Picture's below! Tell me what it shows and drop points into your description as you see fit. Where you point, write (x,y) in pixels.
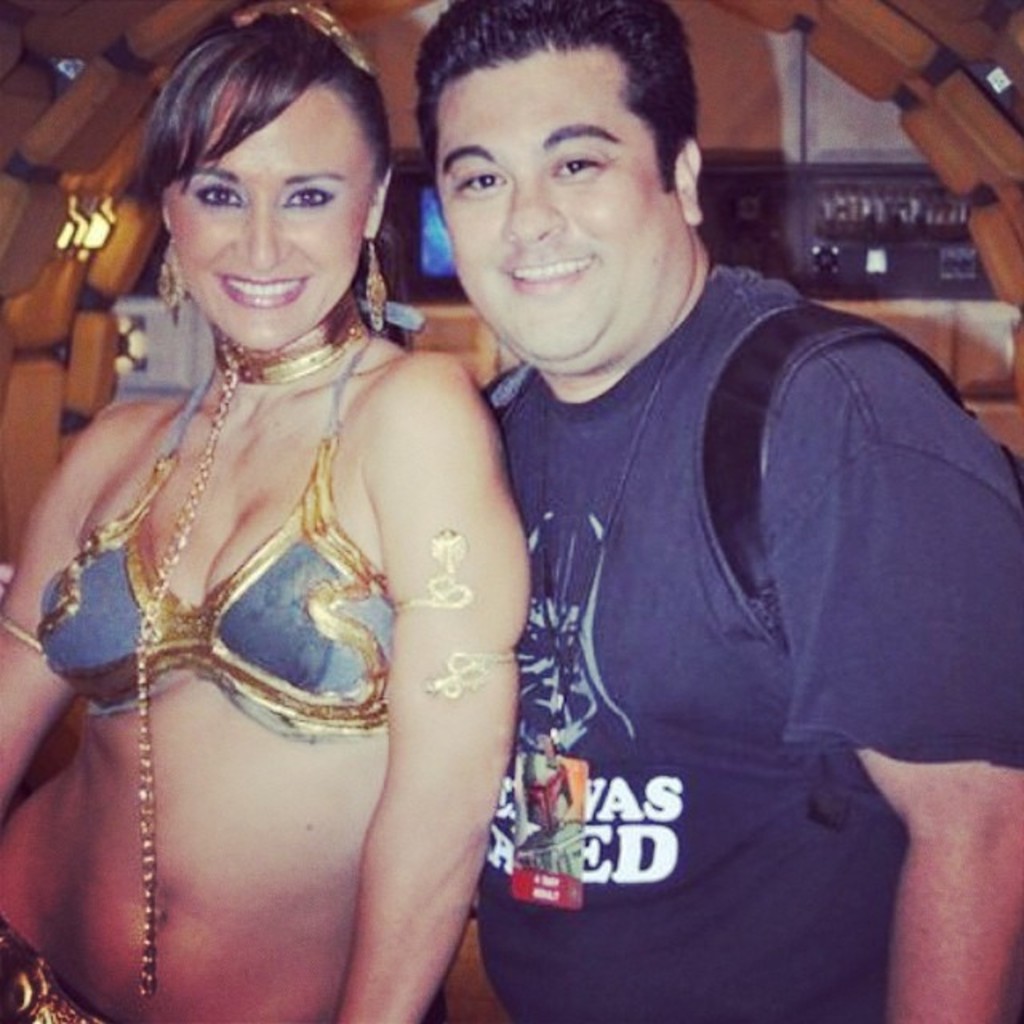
In this image, we can see a man (613,434) and a lady (456,442) smiling and one of them is wearing an id card (570,780) and a bag (748,435). In the background (390,38), there is a wall (769,94) and we can see some objects (907,209) and a screen (421,214) and lights (93,246).
